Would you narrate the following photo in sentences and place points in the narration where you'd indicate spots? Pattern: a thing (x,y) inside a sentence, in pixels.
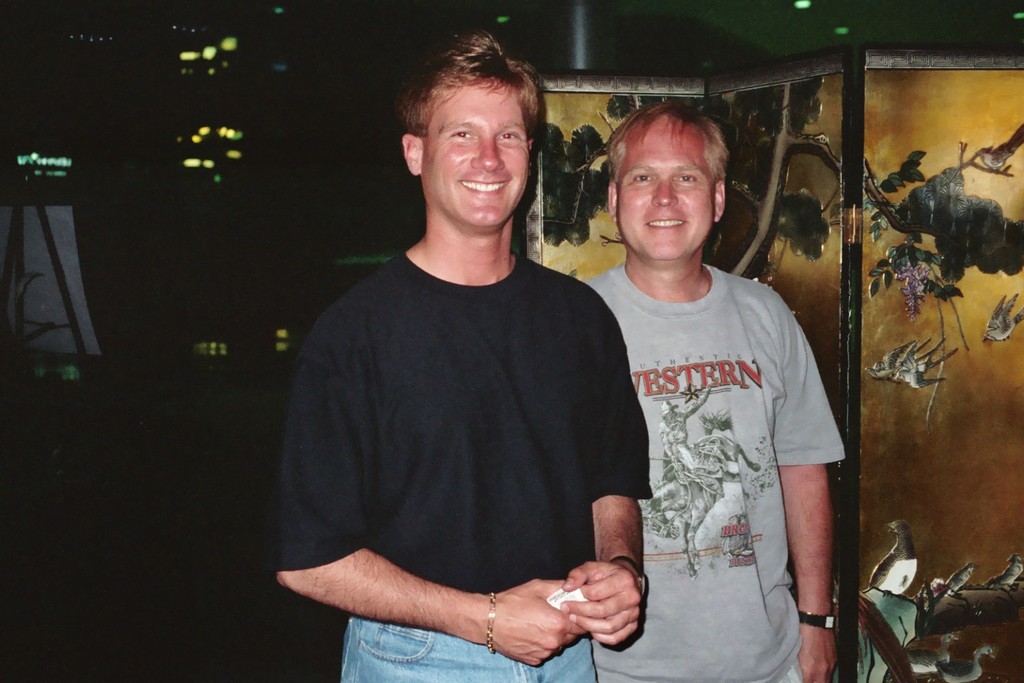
In this image in the center (627,374) there are two persons (640,378) who are standing and smiling and beside them there is one board (886,237), on the board (1004,396) there is some art (972,569) and in the background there are some lights (208,355).
